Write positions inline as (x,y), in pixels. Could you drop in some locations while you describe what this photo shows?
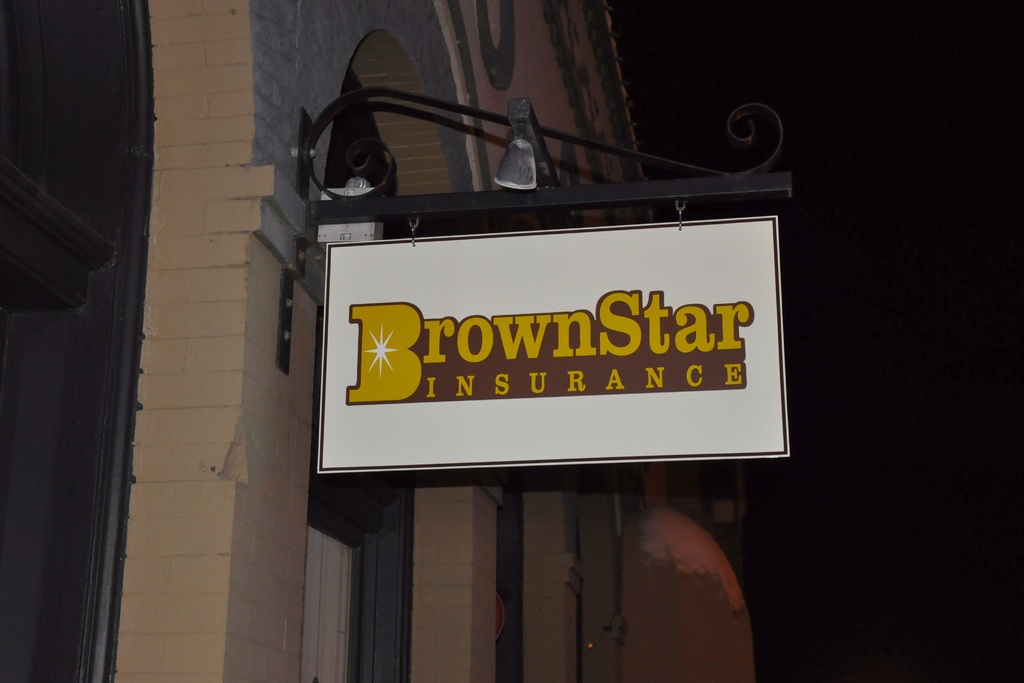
In this picture we can observe a white color board (463,296) fixed to the wall (269,353). We can observe yellow color words (504,380) on this board (540,344). On the left side (171,261) there is a building (237,429) which is in cream color. In the background (869,405) it is completely dark.
